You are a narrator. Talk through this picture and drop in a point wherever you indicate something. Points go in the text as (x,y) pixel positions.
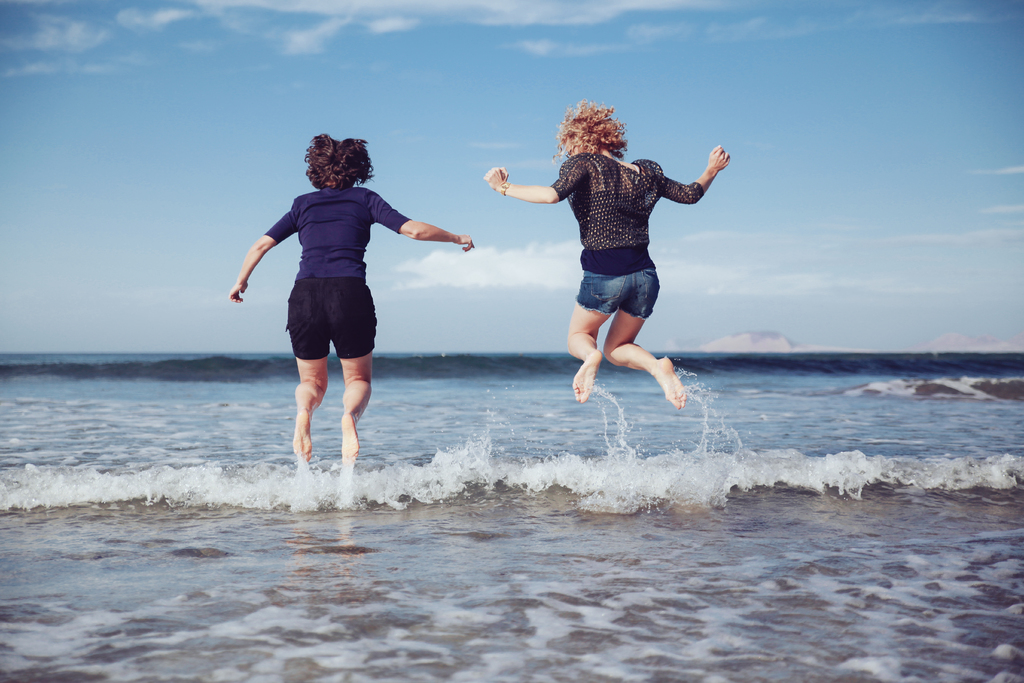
2 Girls (605,113) are jumping with this water (443,497), at the top (436,69) it is the blue color sky (432,69).
